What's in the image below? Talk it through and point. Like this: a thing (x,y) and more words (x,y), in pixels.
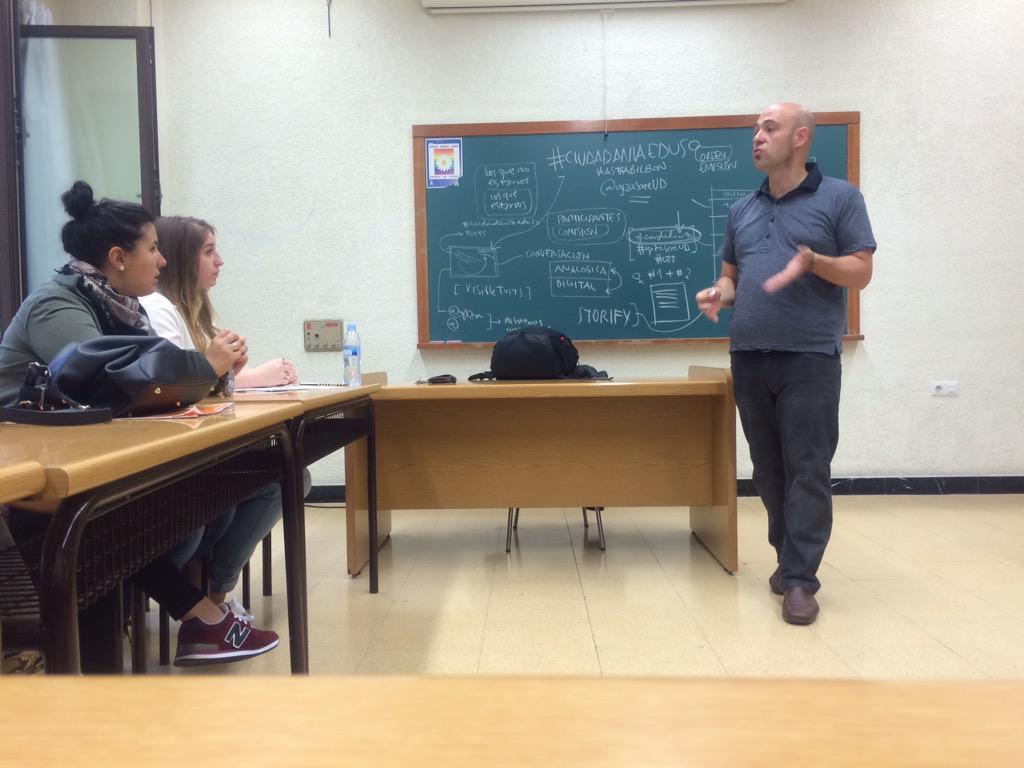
In the picture we can see two women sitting on a chairs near the table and one man (726,254) is standing and explaining something to them. In the background (482,317) we can find a table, a black board (674,138) to the wall (403,349).
